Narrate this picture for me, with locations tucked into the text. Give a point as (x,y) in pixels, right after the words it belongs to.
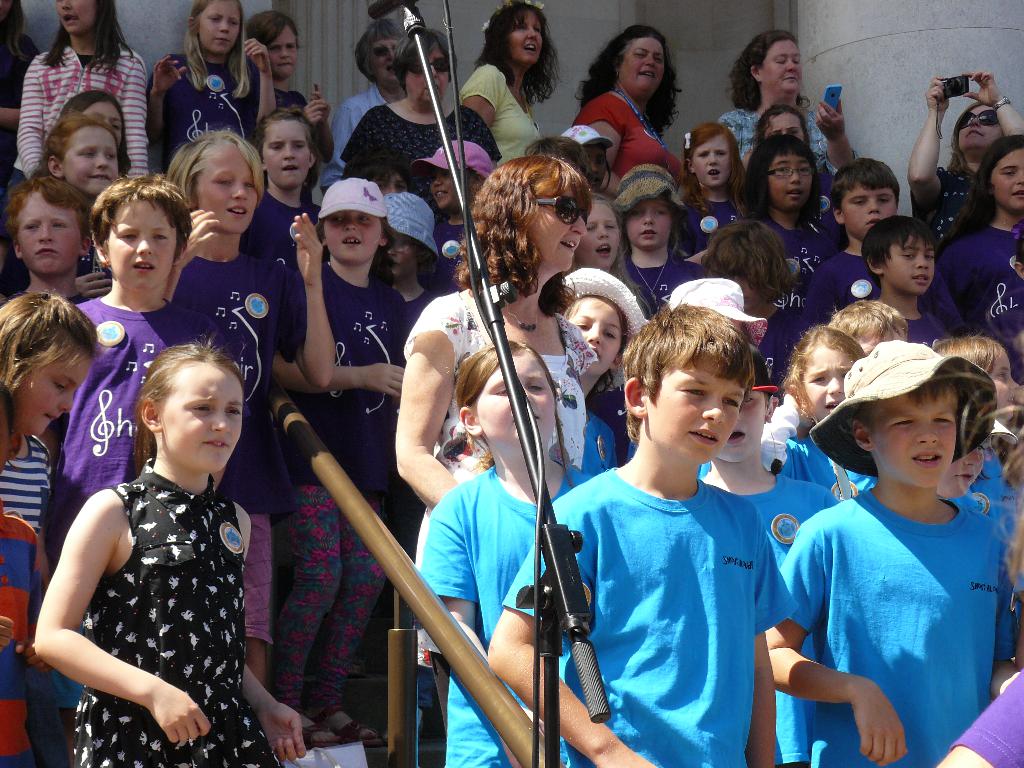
In this image there are children's (423,558), rods (287,408), people (441,39), wall (310,23), mic stand (414,1), cable (539,441) and objects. Among them few people (970,133) are holding objects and few people (323,519) wore caps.
